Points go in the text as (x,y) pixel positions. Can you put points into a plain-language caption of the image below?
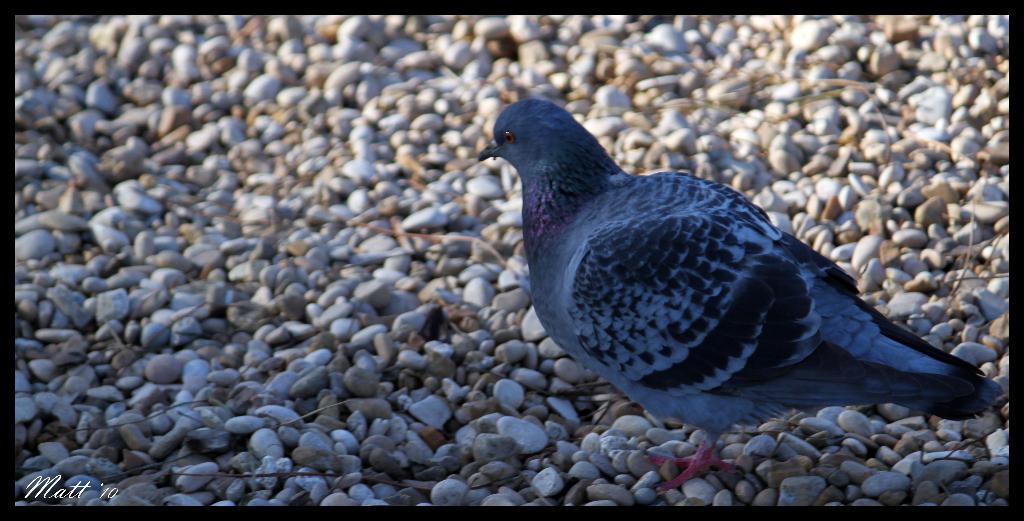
In this image I can see a pigeon (638,273) on the ground (200,226). Here I can see some stones (237,257) and also see a watermark (81,495) over here.
